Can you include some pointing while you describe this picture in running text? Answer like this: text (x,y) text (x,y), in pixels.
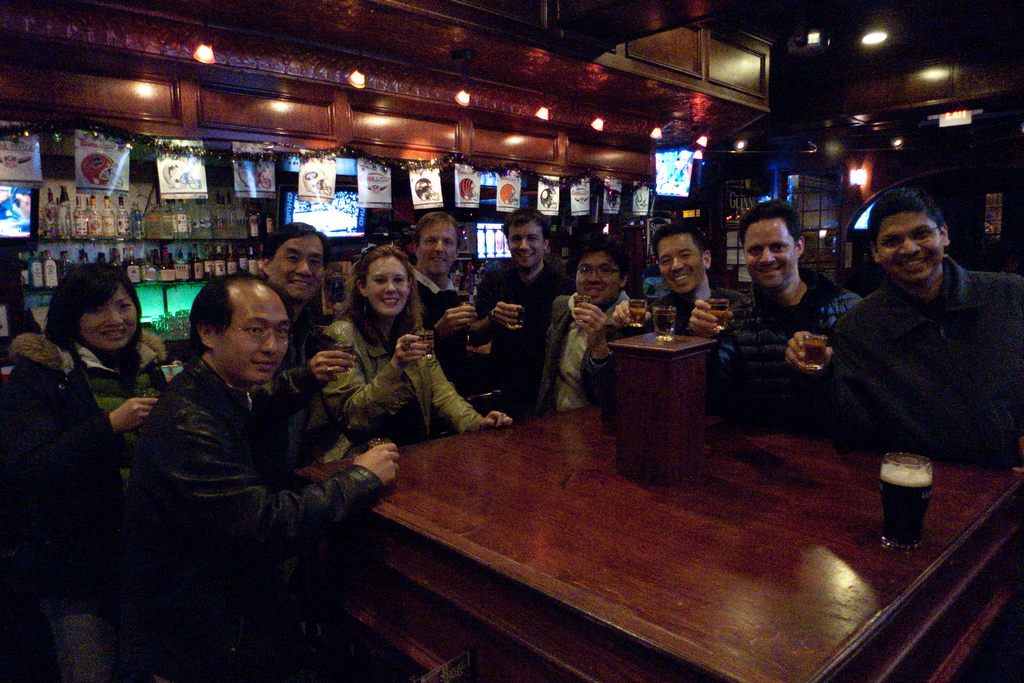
In this image we can see these people (956,389) are holding glasses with drink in it and smiling. Here we can see the wooden table (691,490) on which a glass (919,505) with drink (893,500) is kept. In the background (98,211), we can see bottles (181,237) kept on the shelf (112,241) and we can see ceiling lights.
